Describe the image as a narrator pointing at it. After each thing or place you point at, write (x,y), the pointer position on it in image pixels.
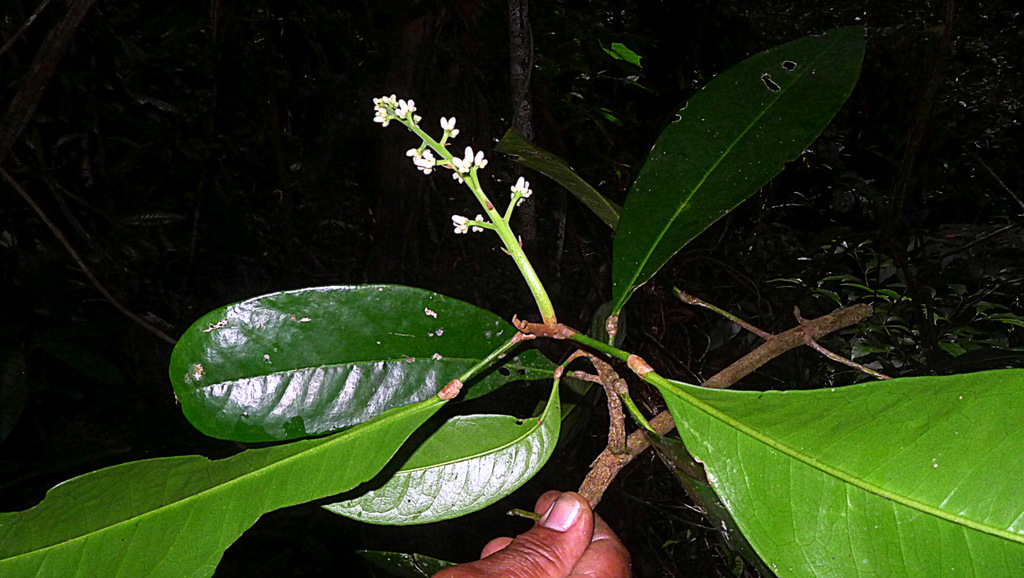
In this picture I can see a tree (684,293) and a branch (567,332) with flower (523,202) and I can see a human hand (509,562) holding the branch (544,452).
